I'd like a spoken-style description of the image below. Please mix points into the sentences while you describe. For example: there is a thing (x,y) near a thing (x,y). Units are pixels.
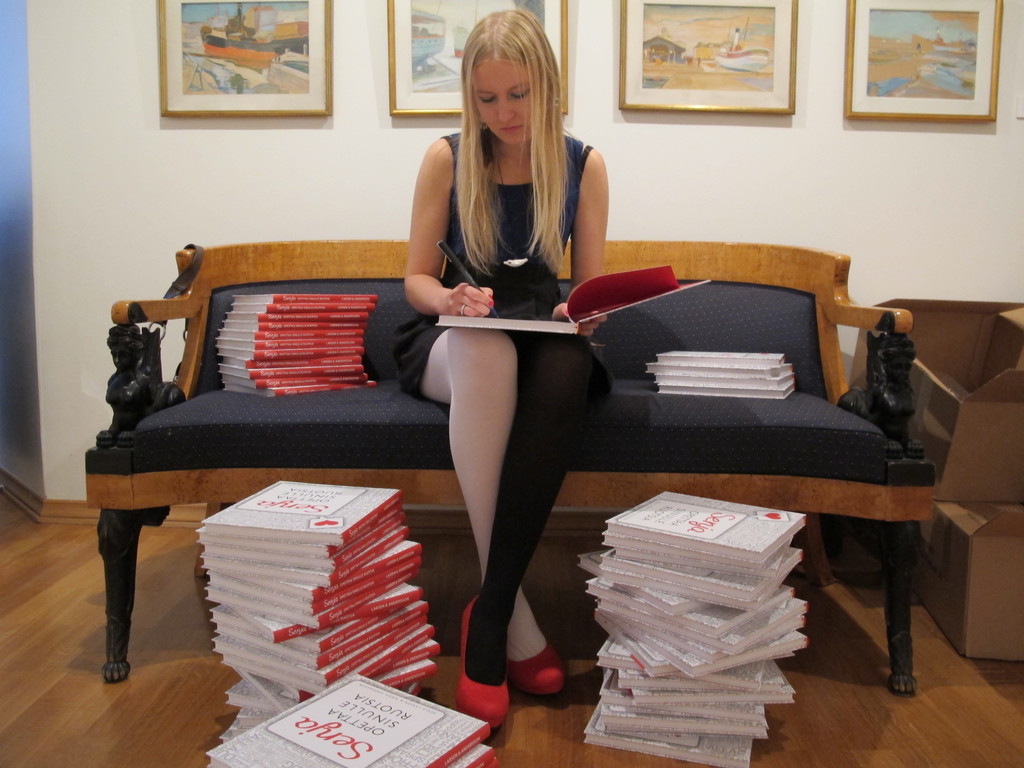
In the picture we can see a woman (552,339) sitting on the bench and writing something in the book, she is in a black dress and besides her we can see the bundle of books (338,333) and on the floor (65,718) also we can see some bundle of books (710,634) and in the background (400,132) we can see a wall (364,184) with some photo frames (440,88) and paintings (458,77) on it.
